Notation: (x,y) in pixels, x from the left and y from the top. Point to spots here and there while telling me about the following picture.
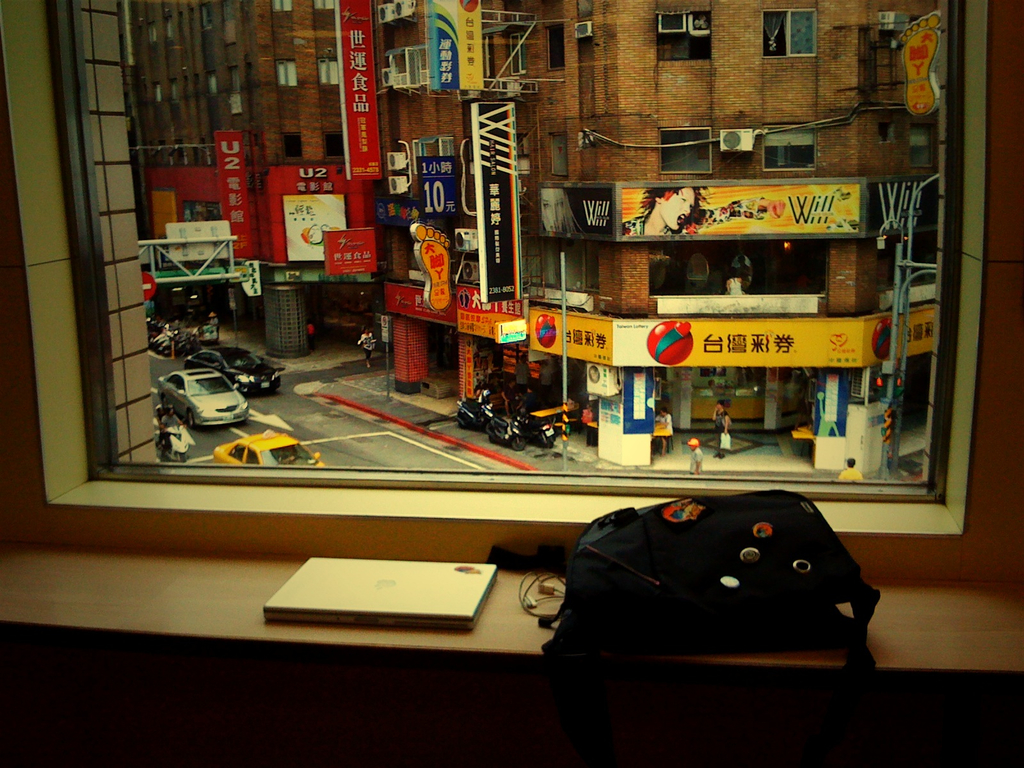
In this picture we can see a glass (309,123), a laptop (412,577) and a bag (761,599) present in the front (415,589), from the glass (641,160) we can see buildings (637,141), hoardings (794,195), boards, bikes (527,417), cars (238,417) and some people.
